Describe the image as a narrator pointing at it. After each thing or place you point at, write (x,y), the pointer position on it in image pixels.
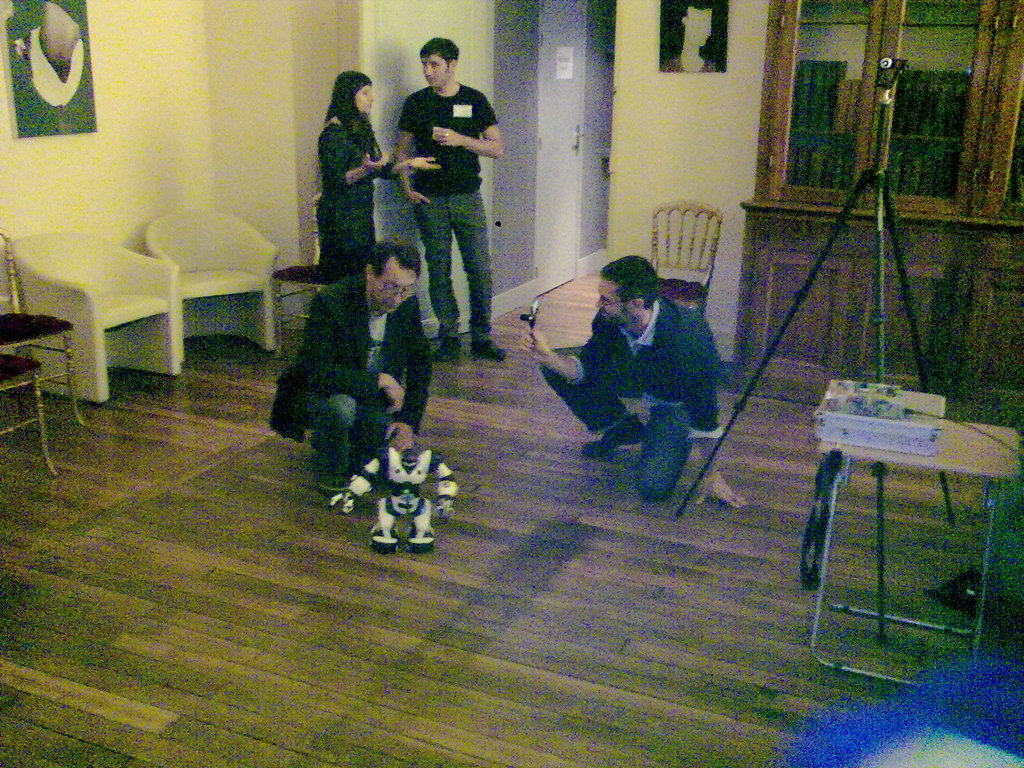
In this image we can see people (698,393). There are chairs (199,263). There is a robot (389,501). At the bottom of the image (340,629) there is a wooden flooring (469,663). To the right side of the image (884,127) there is a camera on the stand (774,351). There is a table (944,464). In the background of the image (601,201) there is a wall (527,18). There is door (572,55). There is a cupboard (829,154).
